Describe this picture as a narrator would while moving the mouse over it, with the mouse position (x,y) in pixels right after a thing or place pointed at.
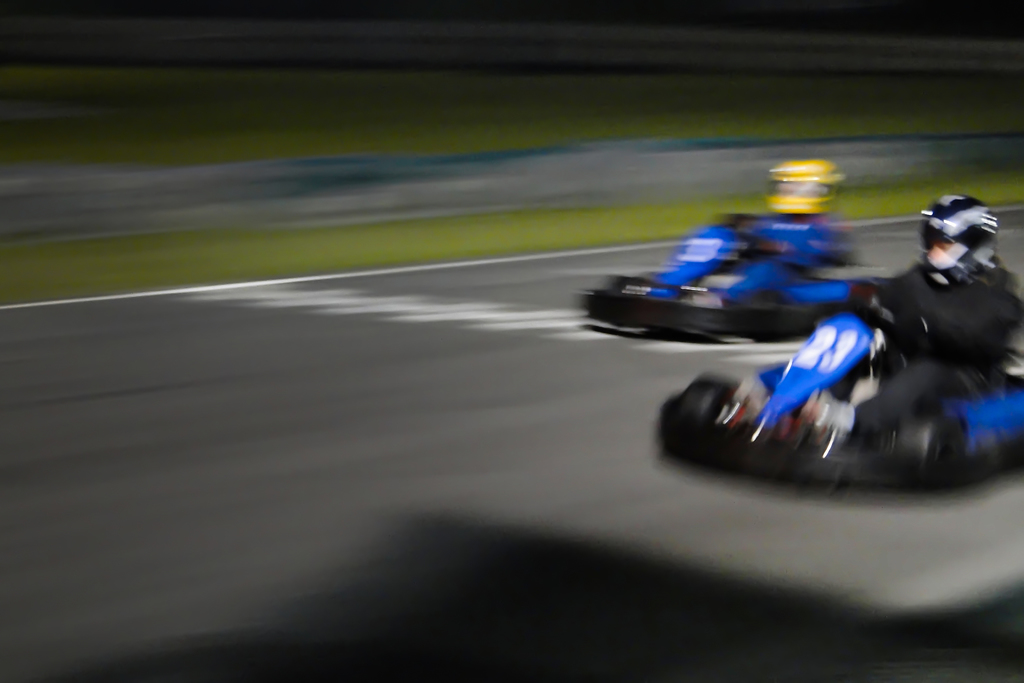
There are two persons (843,407) riding the cars (698,334) on a road (317,305) as we can see on the right side of this image (691,350).
